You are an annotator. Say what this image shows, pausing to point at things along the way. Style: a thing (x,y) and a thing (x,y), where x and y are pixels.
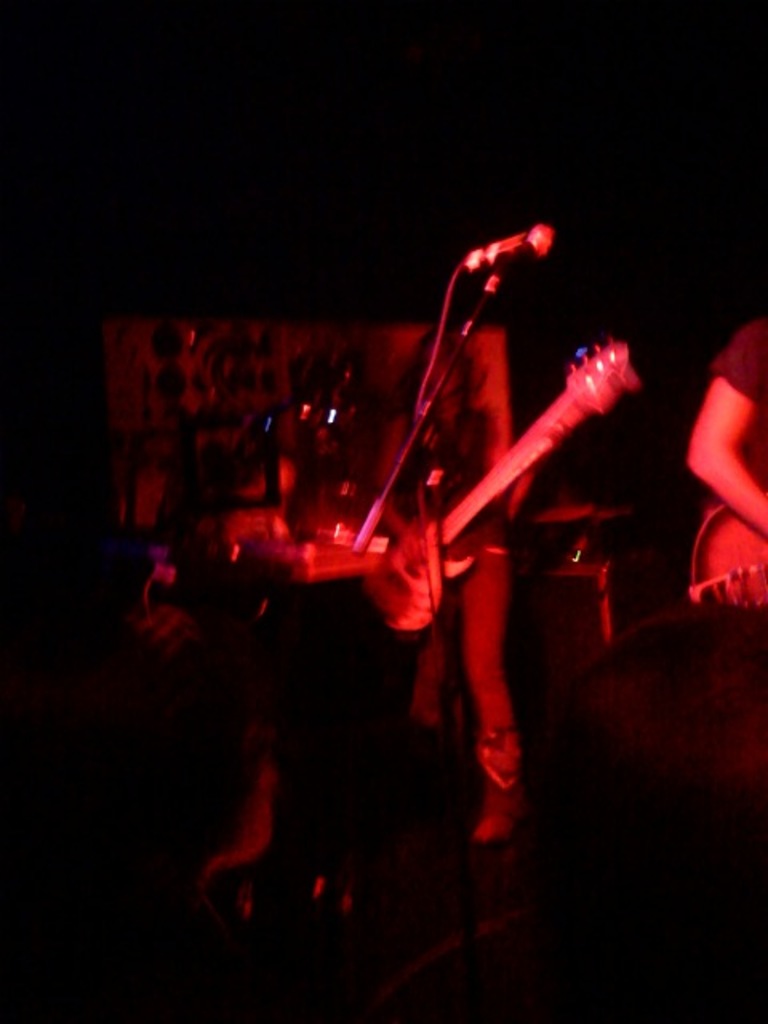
In this image I can see a person (478,635) standing and holding a guitar (603,389) in hands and I can see a microphone (547,242). To the right side of the image (759,473) I can see another person (718,493) holding the guitar (720,521). I can see the black colored background (222,230).
